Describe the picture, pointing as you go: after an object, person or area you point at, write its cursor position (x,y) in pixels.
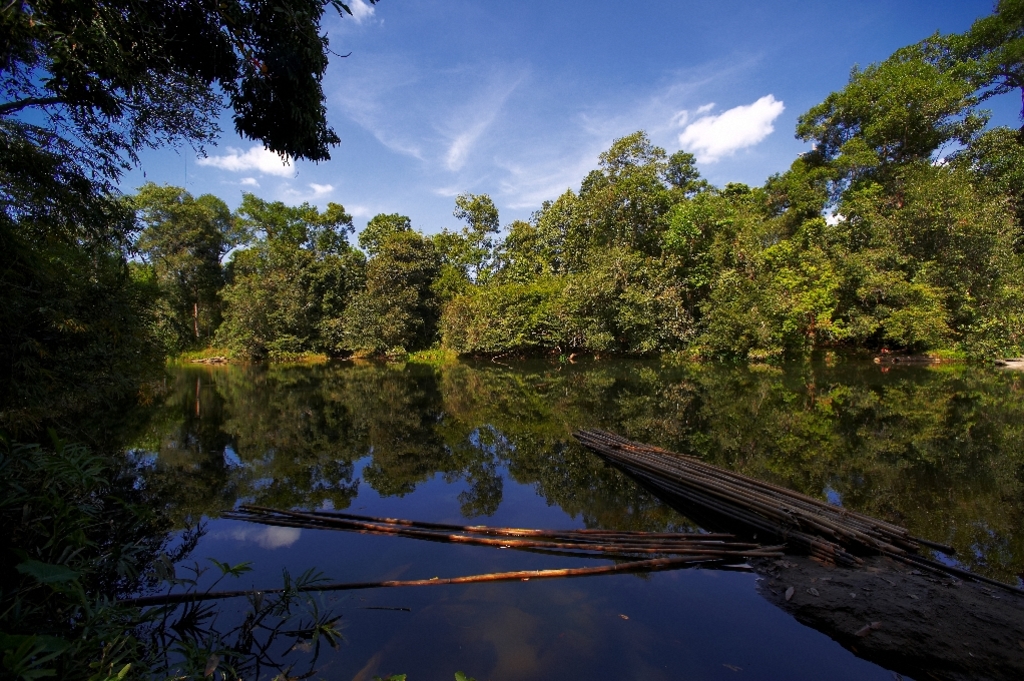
In the center of the image (346,415) there is water (654,394) and we can see sticks (639,540) on the water (521,560). In the background (416,222) there are trees (824,244) and sky (467,81).
